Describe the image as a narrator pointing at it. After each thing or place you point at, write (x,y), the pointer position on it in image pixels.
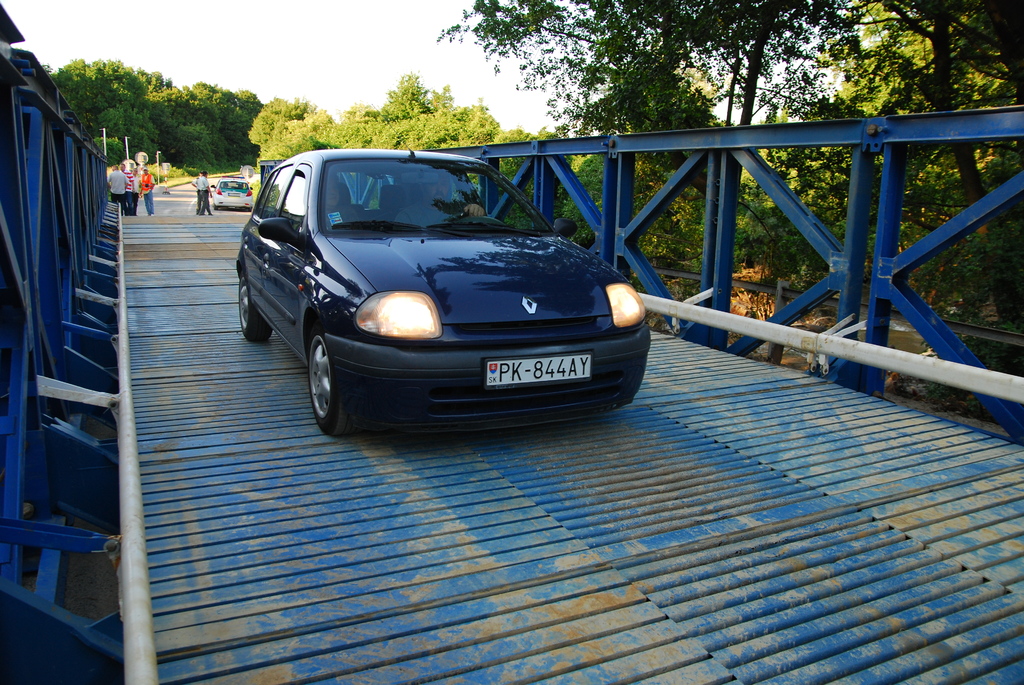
In the foreground of the picture (334,317) there is a bridge (180,254), on the bridge (229,262) there is a car (397,204). In the background (81,99) there are trees (151,148), people (136,169), poles (166,180) and cars (224,189). Sky (247,57) is sunny.
